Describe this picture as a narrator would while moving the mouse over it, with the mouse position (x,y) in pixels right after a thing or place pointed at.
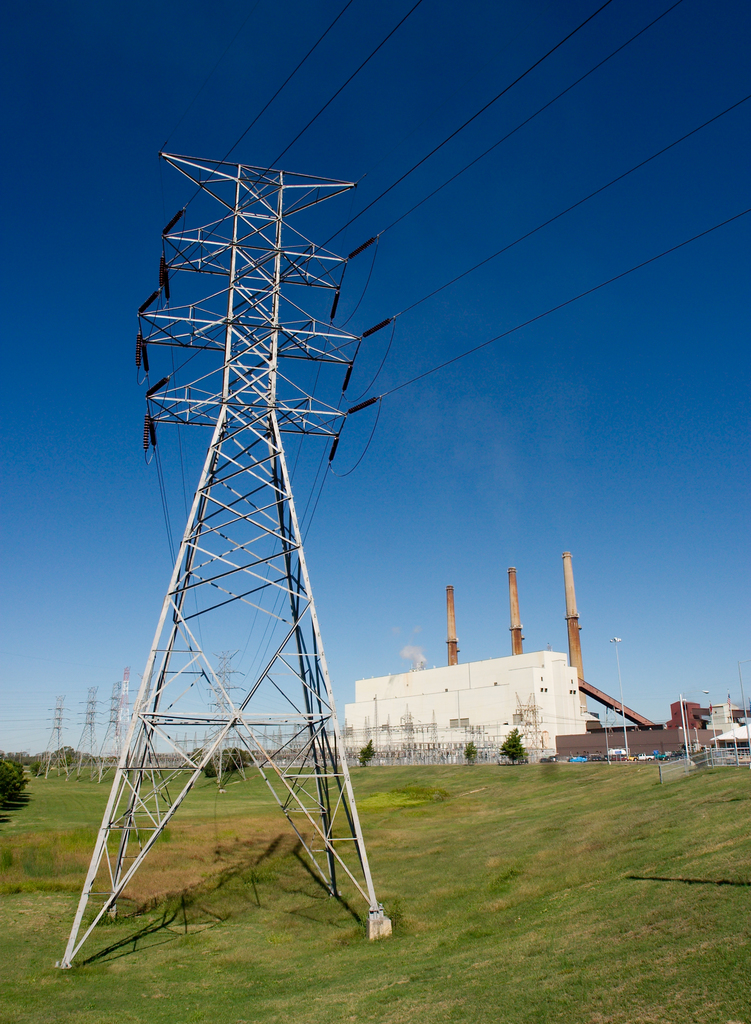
In this image we can see electric poles (153,723), electric cables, buildings (492,709), chimneys (517,646), trees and sky (391,375) in the background (363,599).
